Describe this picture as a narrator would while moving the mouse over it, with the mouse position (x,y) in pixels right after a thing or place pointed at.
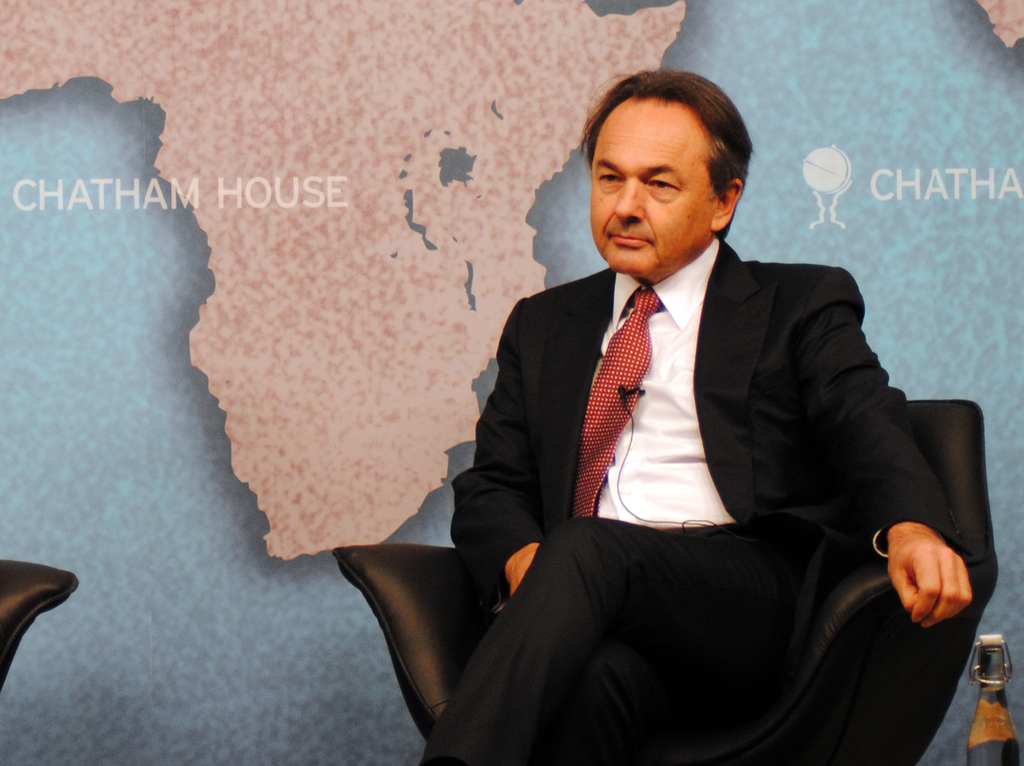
In this picture I can see a man (689,472) is sitting on a black chair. The man (626,507) is wearing a tie (634,408), shirt (650,422) and black suit (714,408). In the background (359,244) I can see maps (323,288) and some names (90,180) written on the wall (176,183).
